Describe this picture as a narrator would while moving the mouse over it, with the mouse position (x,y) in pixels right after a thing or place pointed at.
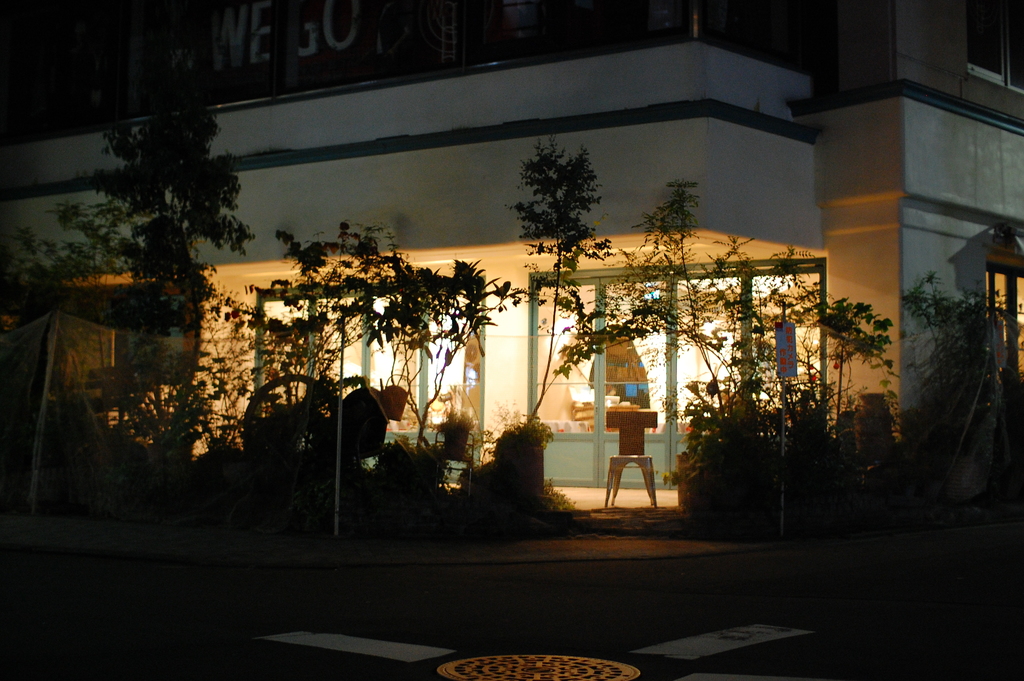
In the picture I can see trees (380,329), plants (558,505) and a house (503,327). Here I can see doors (589,381) and a framed glass wall (656,379).
